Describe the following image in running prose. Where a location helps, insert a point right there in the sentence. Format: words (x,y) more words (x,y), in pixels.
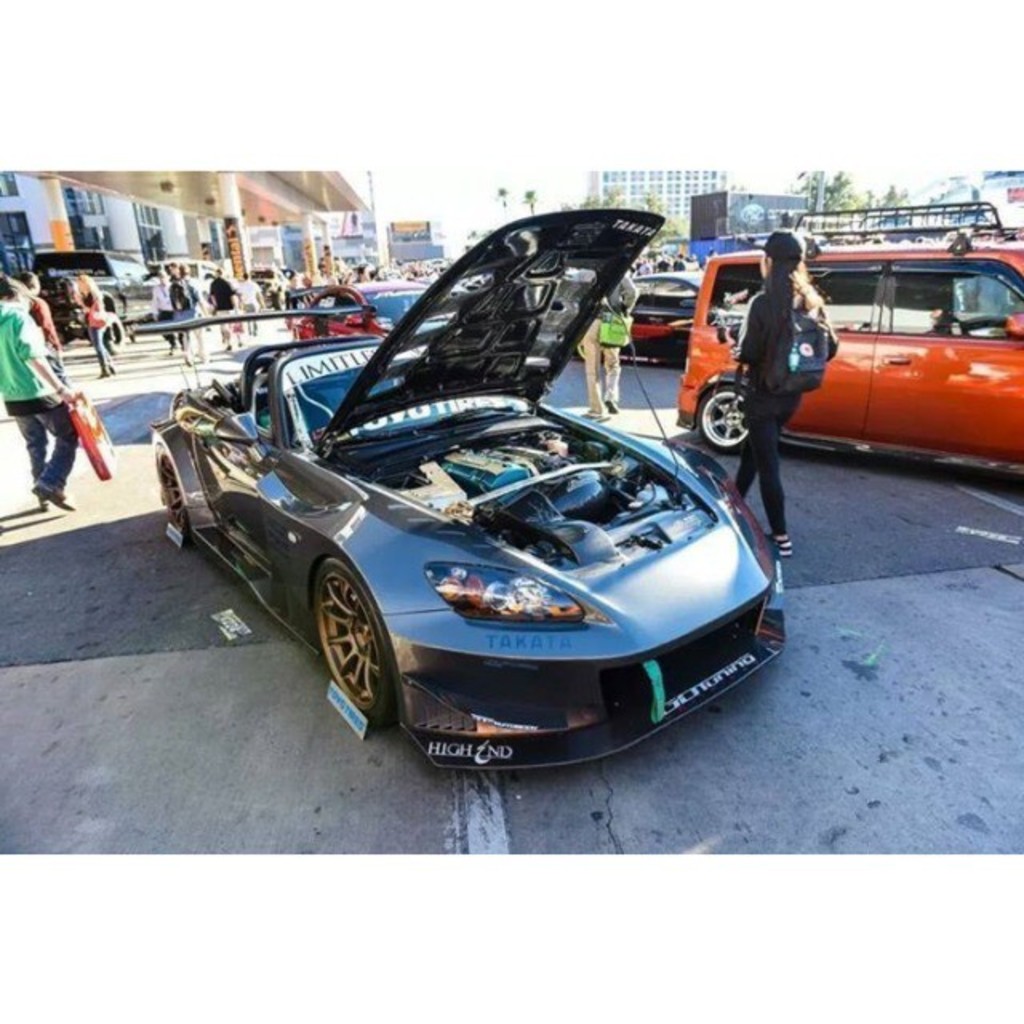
In this image we can see few vehicles (411,312) and people (34,327) on the floor (240,601), in the background (265,233) there are few buildings (939,190), tree (530,204) and sky (494,185).
